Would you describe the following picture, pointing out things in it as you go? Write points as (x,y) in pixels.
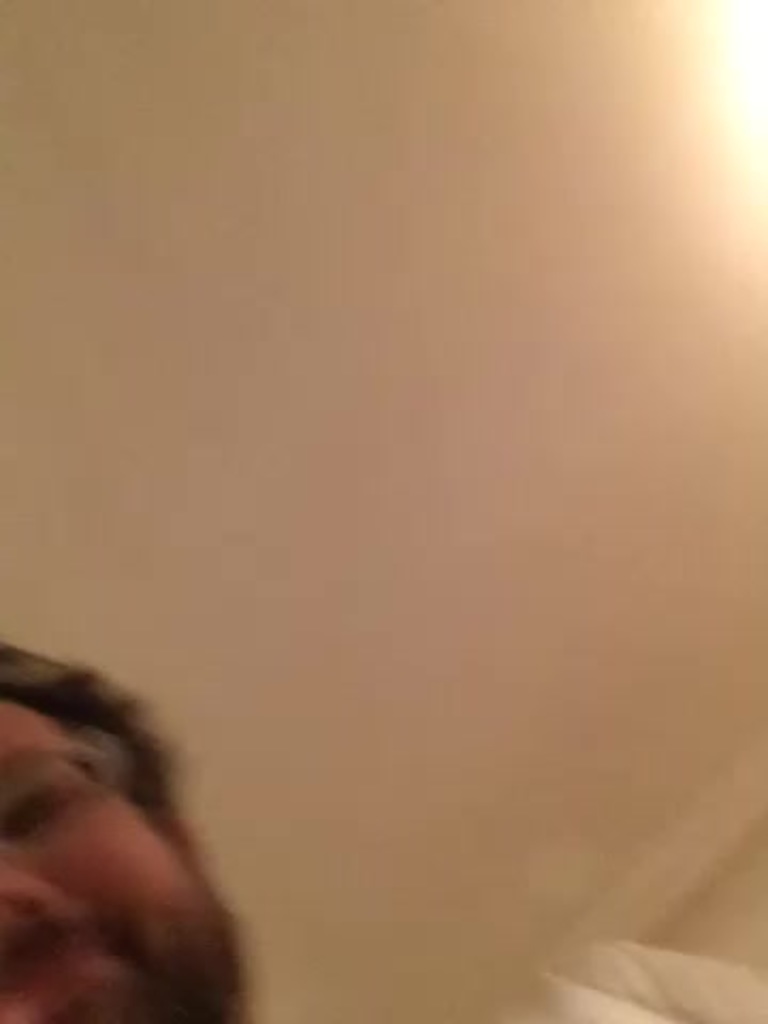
It is a blur image, the half face (141,785) of the man (130,855) is visible in the picture.
